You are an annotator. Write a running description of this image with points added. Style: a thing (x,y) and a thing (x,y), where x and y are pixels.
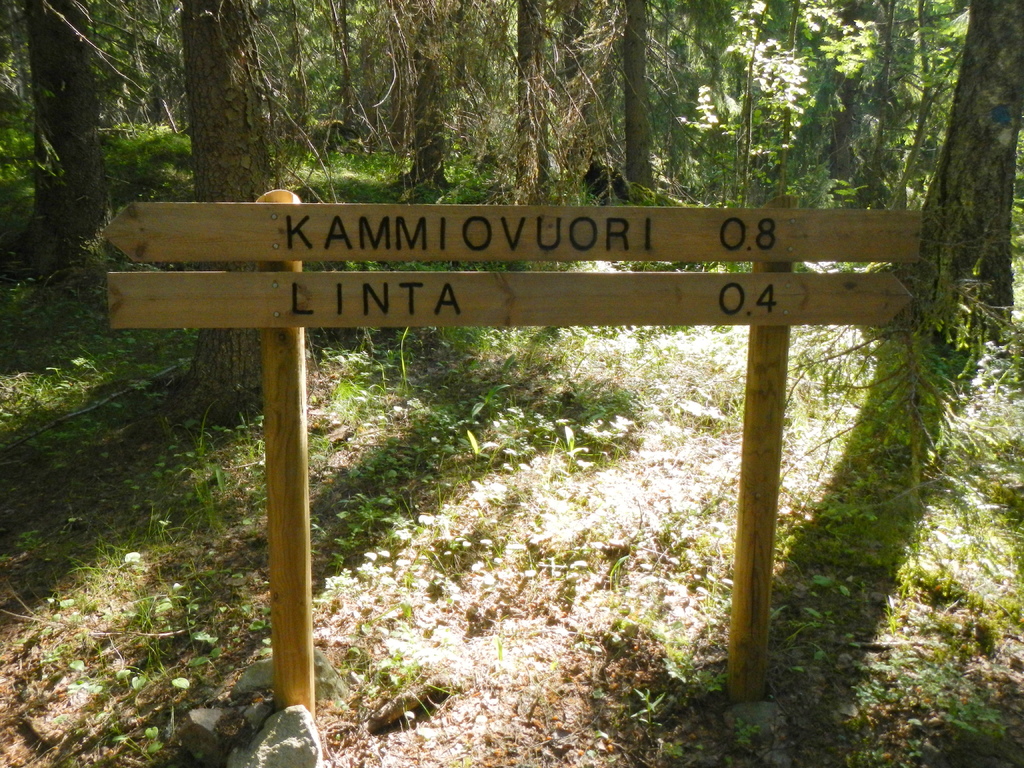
In the center of the image (344,327) there is a sign board (772,288). In the background of the image (516,148) there are trees (722,171). At the bottom of the image (624,674) there is dry grass (498,729).
